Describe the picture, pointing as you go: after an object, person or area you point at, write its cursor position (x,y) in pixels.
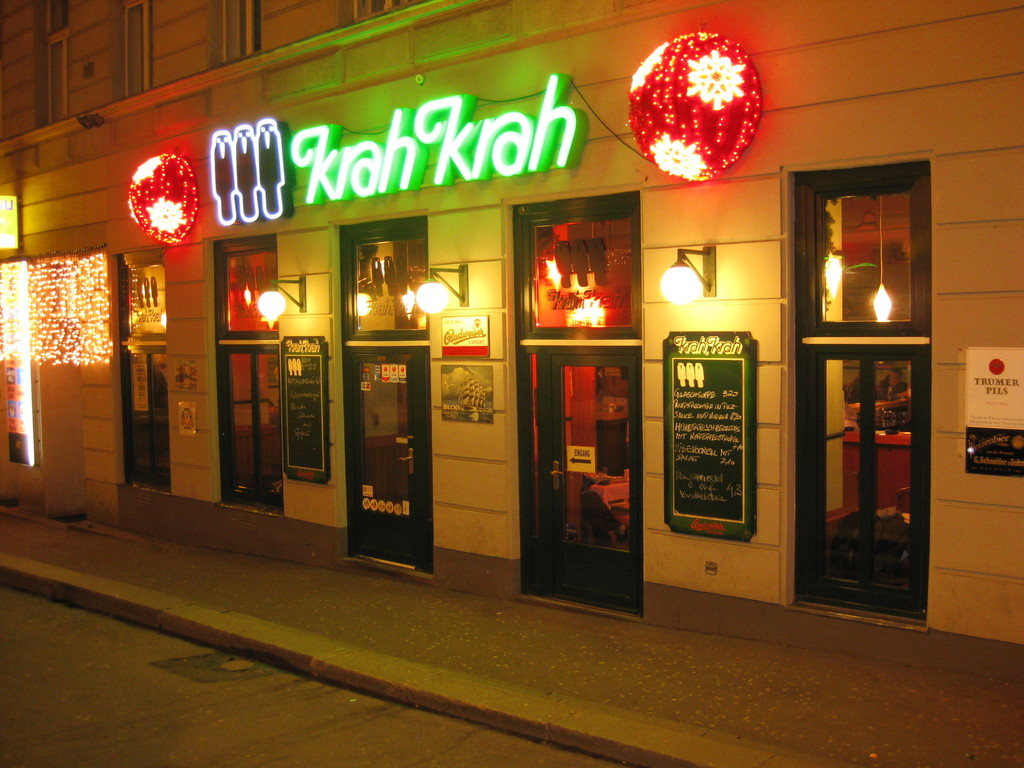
This image consists of a building (388,420). It looks like a restaurant (707,391). In the front (371,440), there are two doors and three windows (128,371). At the bottom (239,670), there is a road (148,702) and pavement (199,632). And there are lights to the walls (207,376).
